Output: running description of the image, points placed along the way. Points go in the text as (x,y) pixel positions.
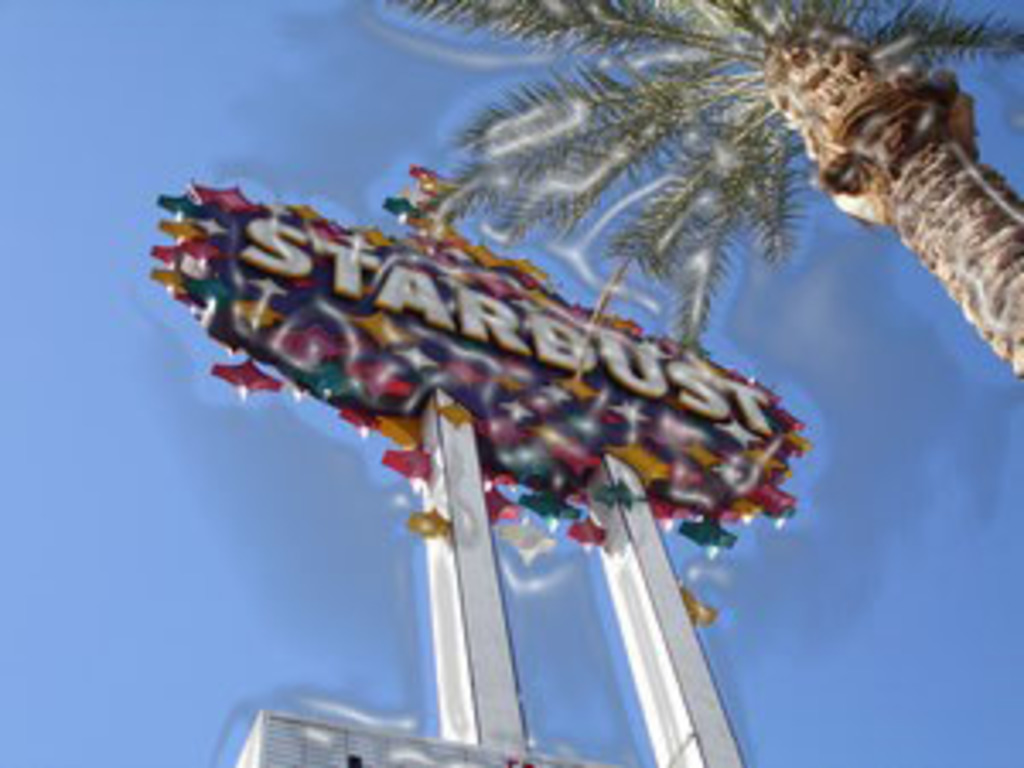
In this image there is a tree (938,183) on the right side (938,183) top. In the middle (561,468) it looks like a hoarding (484,368) on which there is some text (408,304).
